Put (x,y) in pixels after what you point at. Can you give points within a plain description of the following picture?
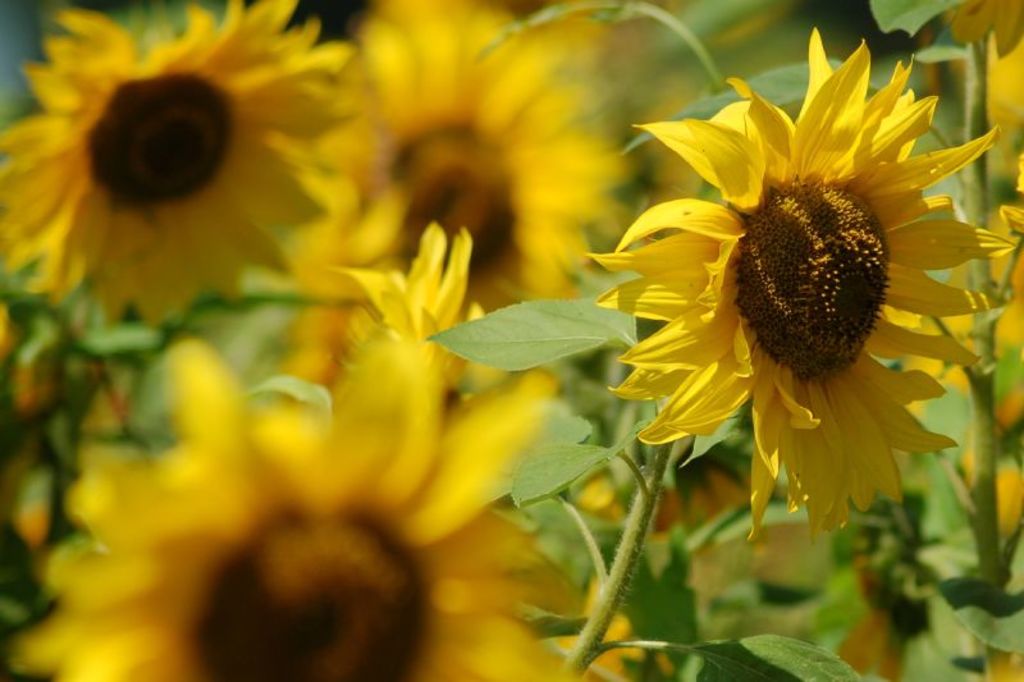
In this image we can see some sunflowers (507,276) on the plants (700,10).
